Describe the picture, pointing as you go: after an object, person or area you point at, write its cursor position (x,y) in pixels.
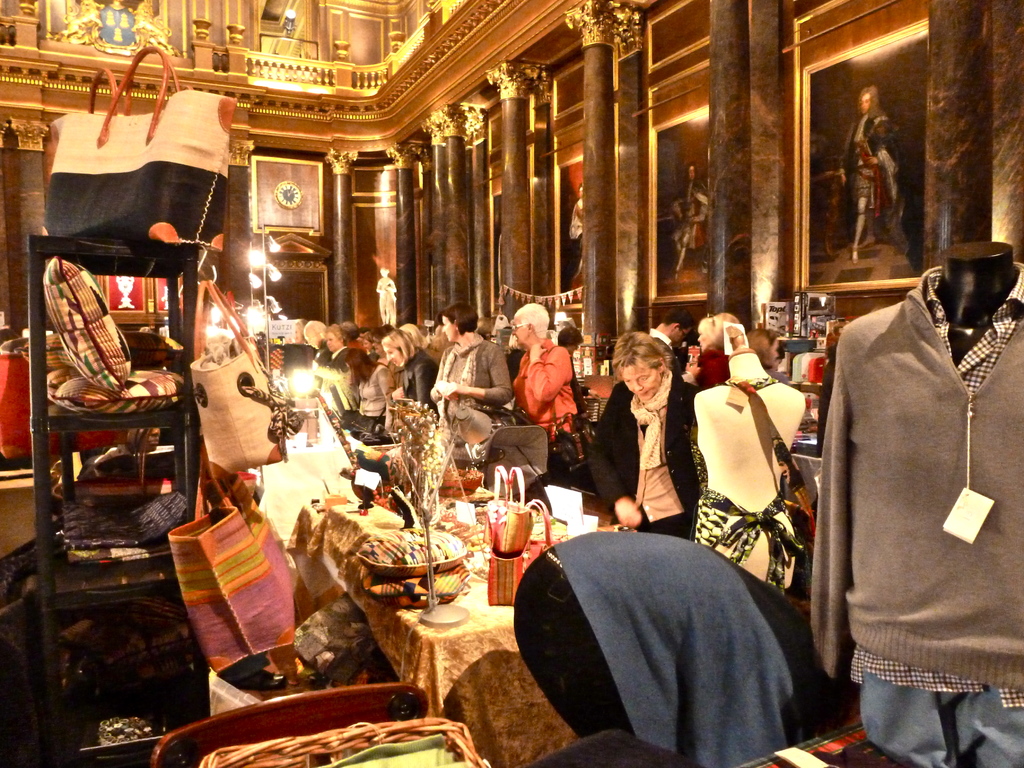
In this image we can see a few people (567,388) standing, there are tables (371,577), on the tables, we can see bags (516,566), flower vase (426,547) and some other objects (396,512), also we can see a rack (162,596) with some bags (156,181) and pillows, there are some photo frames (561,279) on the wall (640,198), also we can see a mannequin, pillars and some other objects (258,704).
